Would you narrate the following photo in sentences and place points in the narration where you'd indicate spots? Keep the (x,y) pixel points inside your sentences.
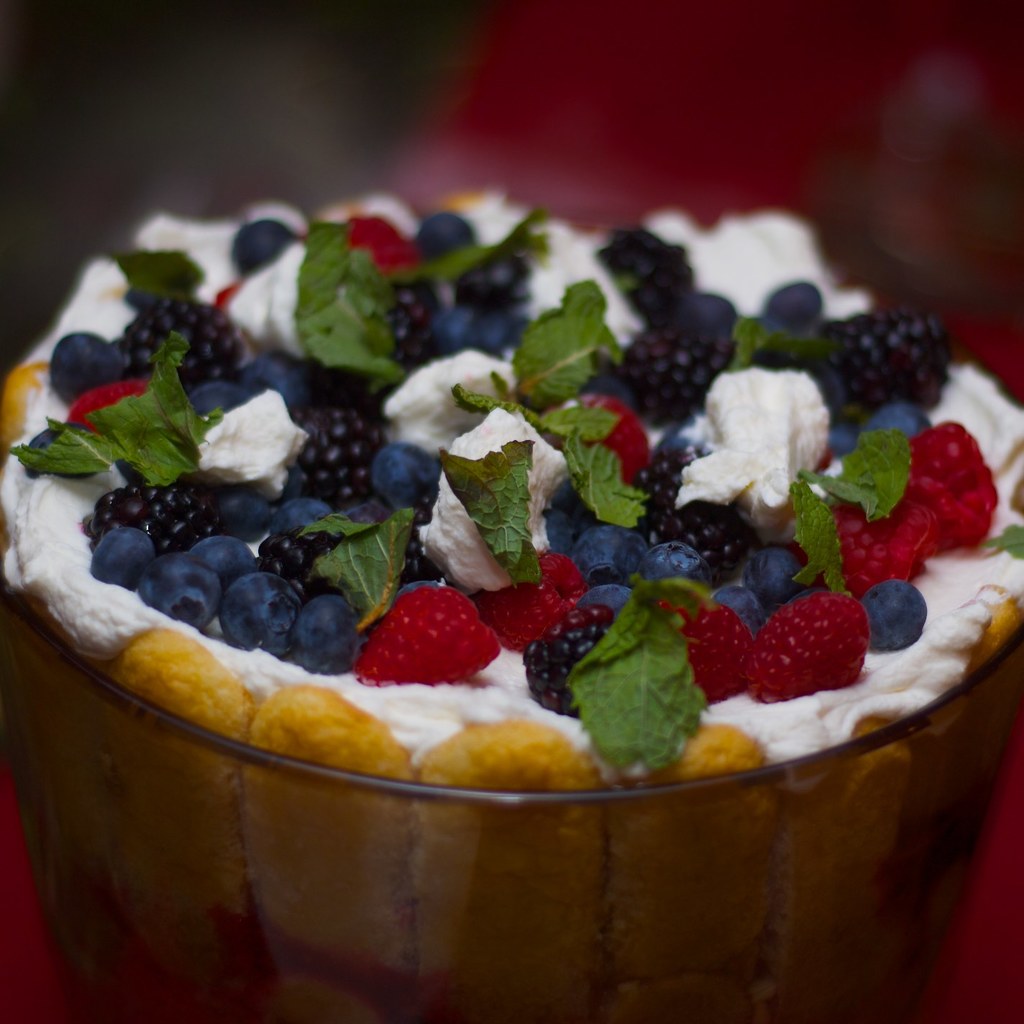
In the picture there is a dessert (639,537) and it is decorated with many fruits (321,450) and cream (776,513).
